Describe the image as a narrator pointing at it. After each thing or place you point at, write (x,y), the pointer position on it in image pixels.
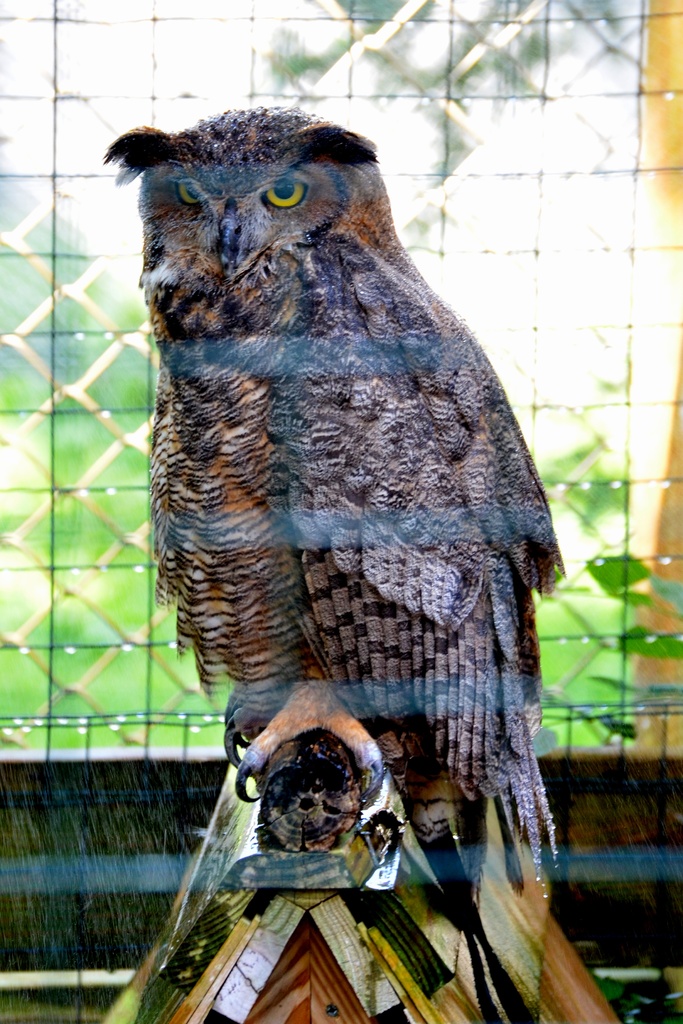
In this picture we can see an owl (152,302). In the background (101,152) we can see a grill window (176,79) and green leaves (592,667).
